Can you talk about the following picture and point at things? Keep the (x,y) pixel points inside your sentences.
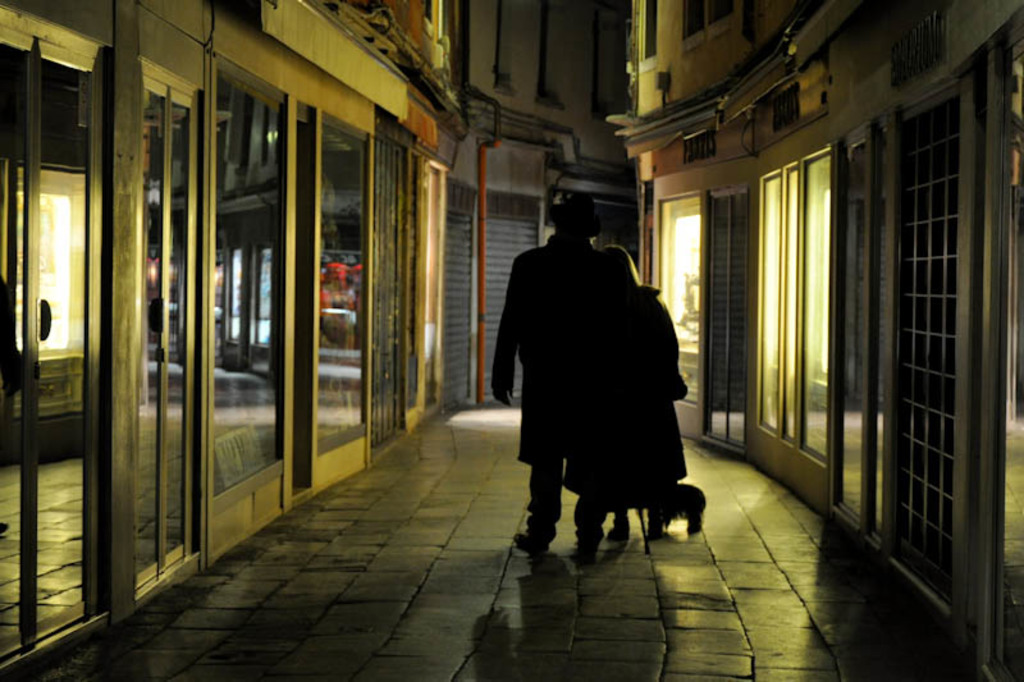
This is an image clicked in the dark. In the middle of the image (620,334) there are two persons (583,415) standing on the floor (566,574). On the right (941,294) and left side of the image (162,240) I can see the buildings (584,143).
